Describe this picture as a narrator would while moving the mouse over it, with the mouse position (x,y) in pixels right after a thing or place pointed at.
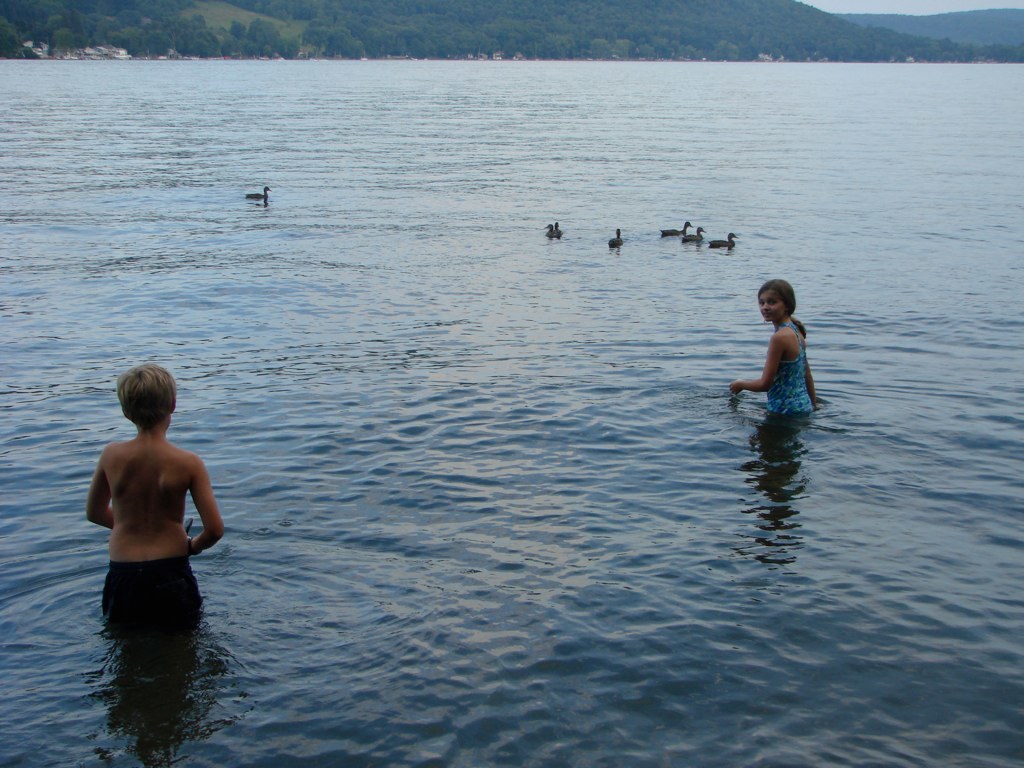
In this image we can see two people (796,381) standing in the river (418,522) and there are ducks (727,246) on the water (447,276). In the background (514,25) there are hills (765,27) and sky (893,3).
